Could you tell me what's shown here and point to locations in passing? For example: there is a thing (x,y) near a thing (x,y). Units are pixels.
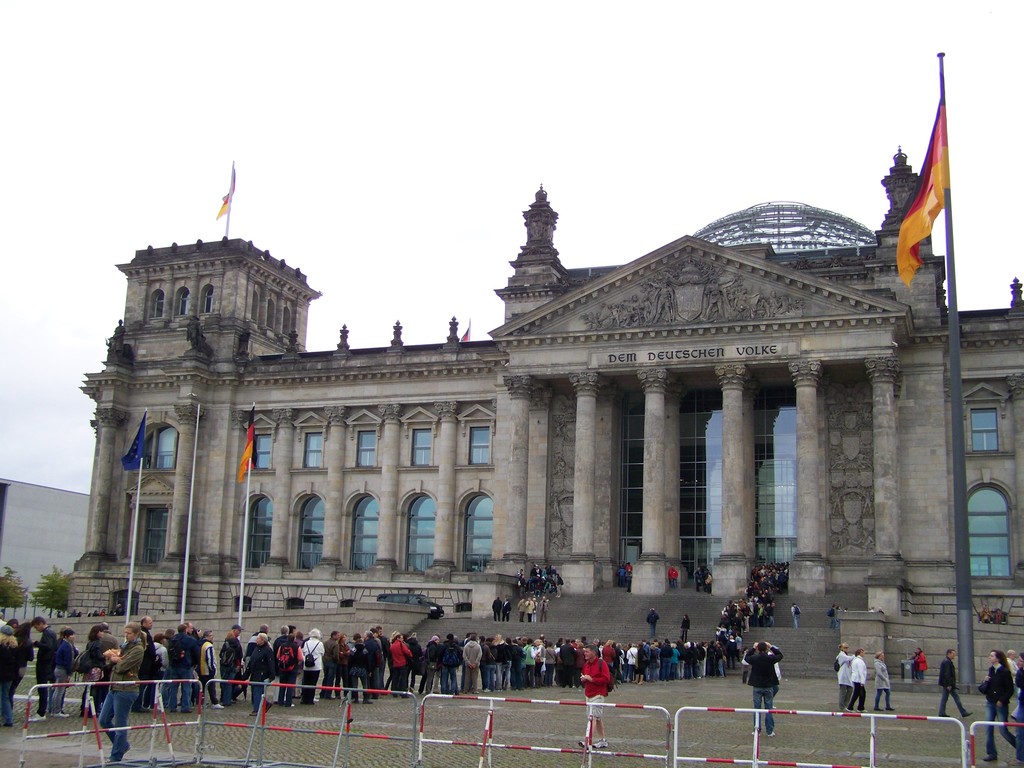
In this image there are a few people (386,659) standing in a queue (717,635) in front of a building (655,474), there are flag posts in front of the building (852,435), In front of the building (263,595) there is a closed mesh fencing (589,718).
